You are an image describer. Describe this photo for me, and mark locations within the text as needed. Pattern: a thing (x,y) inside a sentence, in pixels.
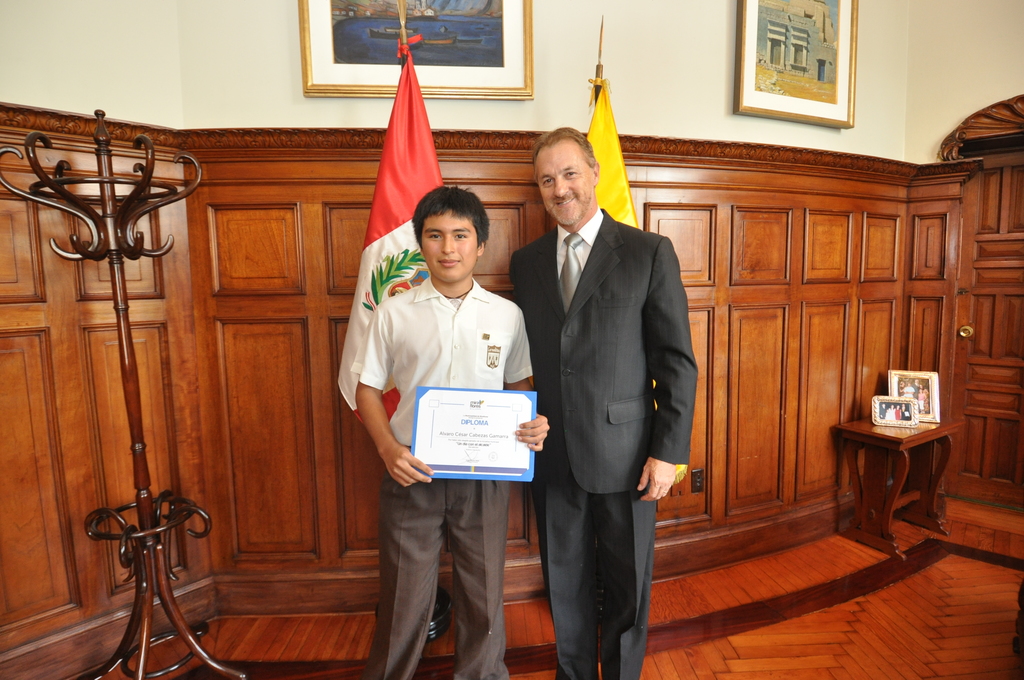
In this image, there are two persons (488,354) standing in front of the cupboard (658,225). One person (489,387) is holding a certificate (484,436) in his hand (524,435) and both have smile on their face (452,266). In the right bottom of the image (935,513), there is a table (846,447) on which photo frames (921,413) are kept. In the background (549,29) top there is a wall (345,122) on which photo frames (842,17) are attached and the wall (202,72) is white in color. In the left side (109,238) there is a stand (145,612). This image is taken inside a house (755,471).
